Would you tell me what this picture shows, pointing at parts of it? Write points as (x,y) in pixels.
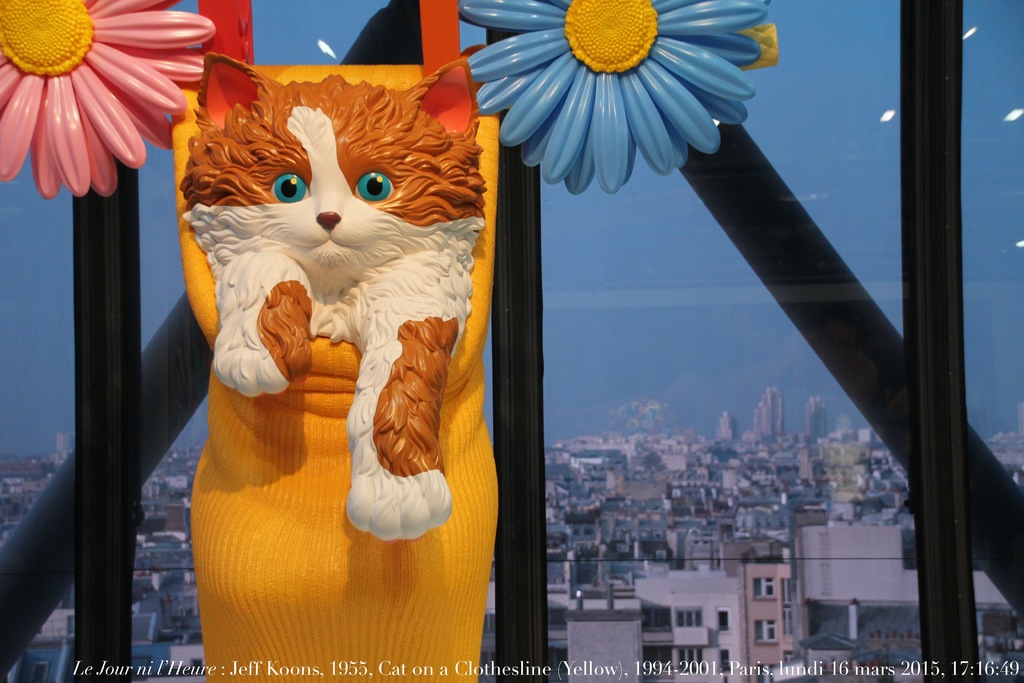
In this picture we can see the depictions of flowers (94,20) and the depiction of a cat (399,462). In the background (597,436) we can see the window (649,247) and through the window (644,284) we can see the sky (675,354), buildings (634,515) and some other objects (6,546). At the bottom (514,664) we can see the text (470,666) and numbers (665,672) on the image.
